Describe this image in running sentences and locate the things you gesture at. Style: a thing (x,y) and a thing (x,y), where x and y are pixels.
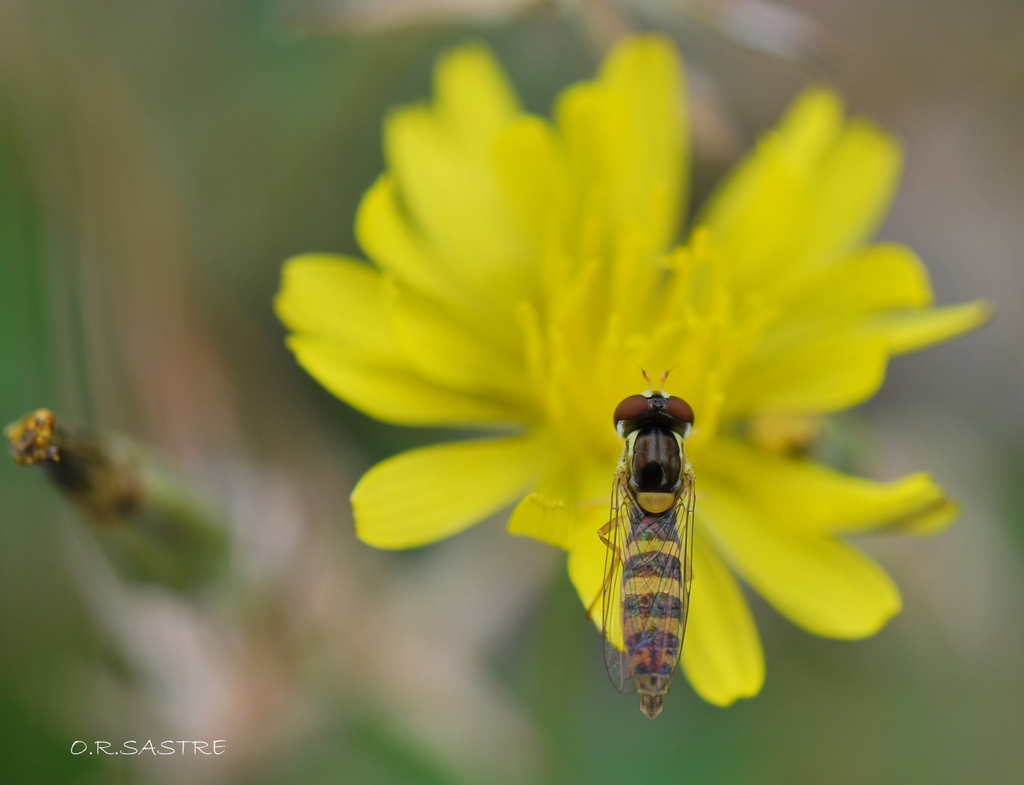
In this picture we can see a yellow flower (438,175) and an insect (657,456). Background (271,733) portion of the picture is blur. Here at the bottom left corner of the image (226,755) we can see a water mark (212,755).
